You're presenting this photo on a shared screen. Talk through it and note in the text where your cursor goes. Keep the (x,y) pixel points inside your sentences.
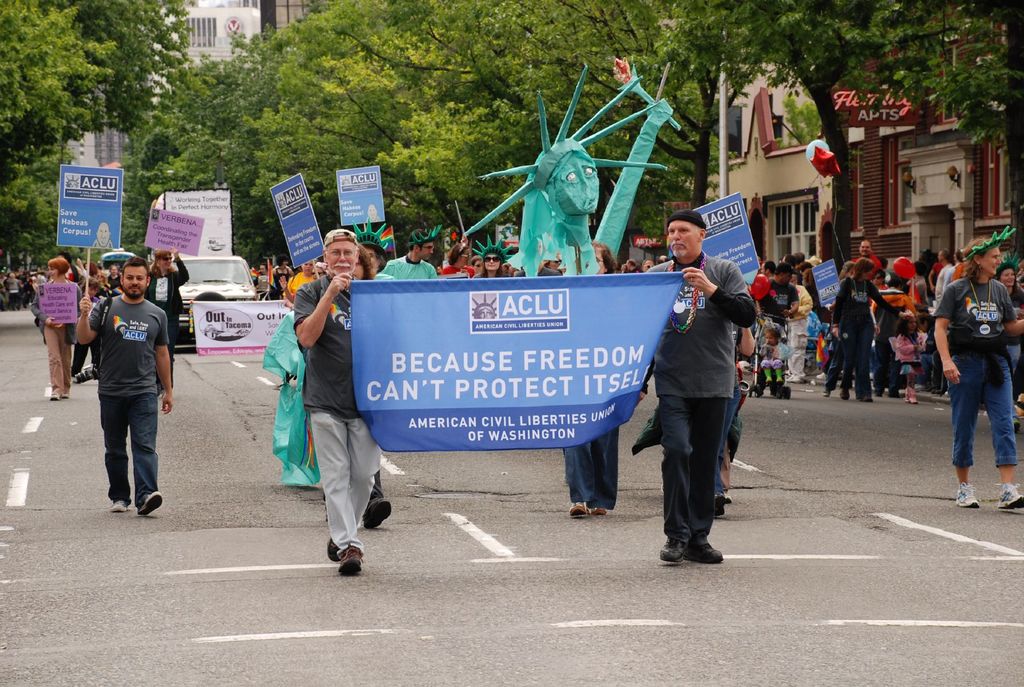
In the foreground (710,358) I can see a crowd (805,340) on the road (539,474), boards (546,296), posters (574,327) and costumes (587,244). In the background (932,196) I can see buildings (932,196), trees (420,137) and a pole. This image is taken may be on the road (554,488).
